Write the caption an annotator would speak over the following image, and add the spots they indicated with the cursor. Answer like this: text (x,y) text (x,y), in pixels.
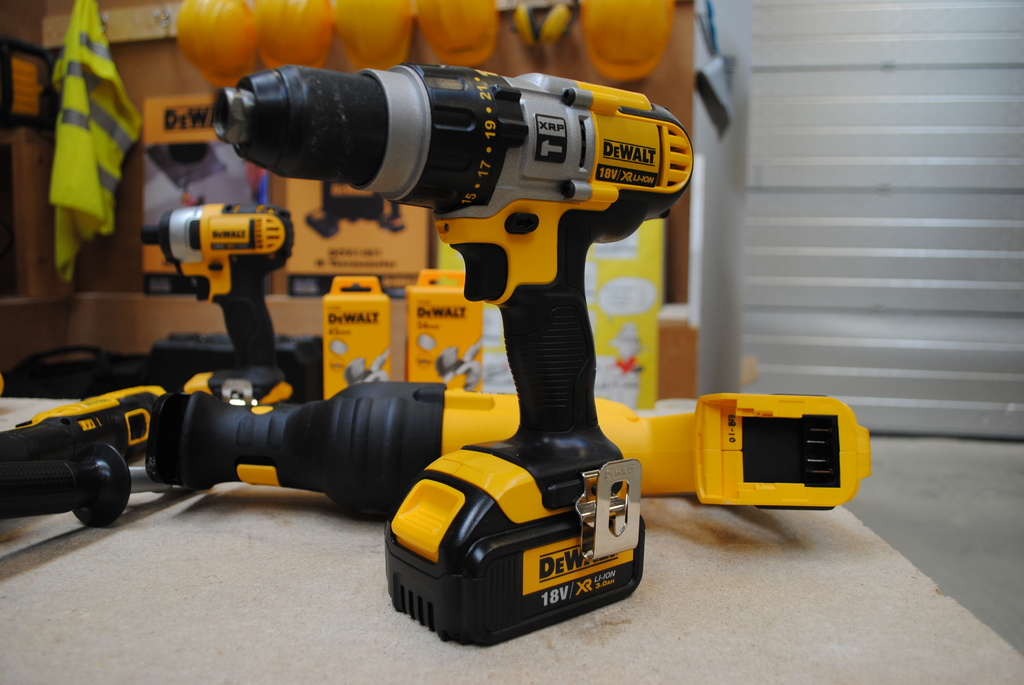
The picture consists of drilling machines (246,263). The background (167,43) is blurred. In the background (377,36) there are helmets (267,30), boxes (239,173) and other objects (65,74). On the right (939,401) there is a window blind (873,186).
